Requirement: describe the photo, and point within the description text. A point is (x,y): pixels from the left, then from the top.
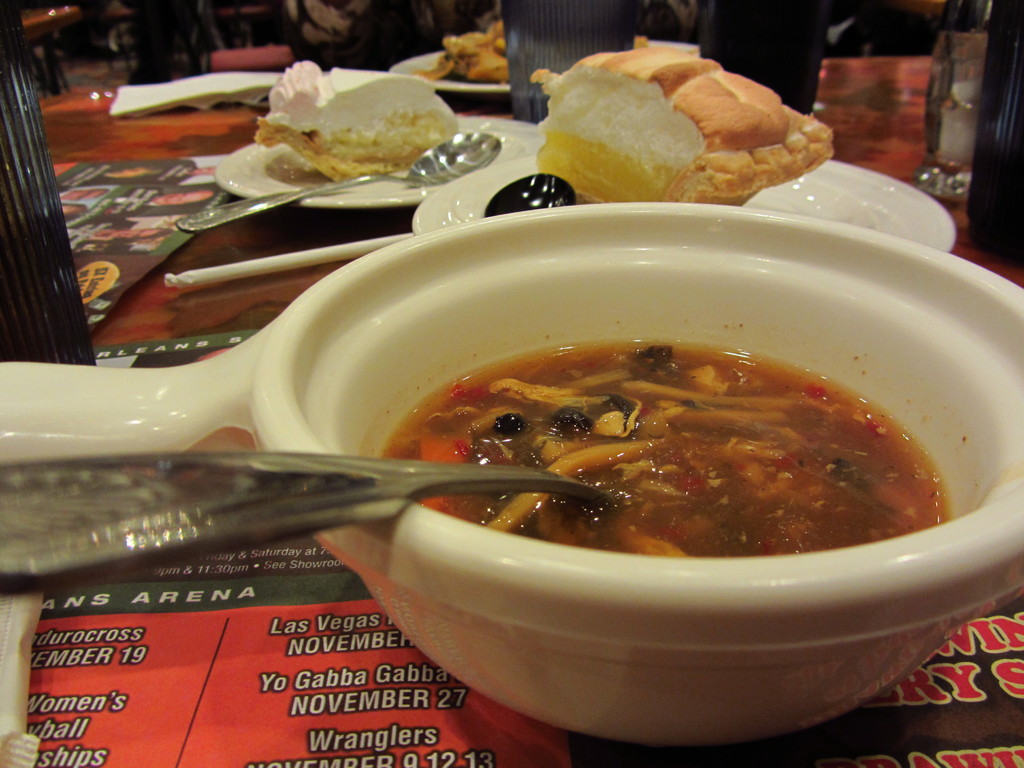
This image consists of food (734,503) which is in the center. There are spoons (321,481) on the table (265,224) and there are glasses (528,91) and there are papers (128,248).
